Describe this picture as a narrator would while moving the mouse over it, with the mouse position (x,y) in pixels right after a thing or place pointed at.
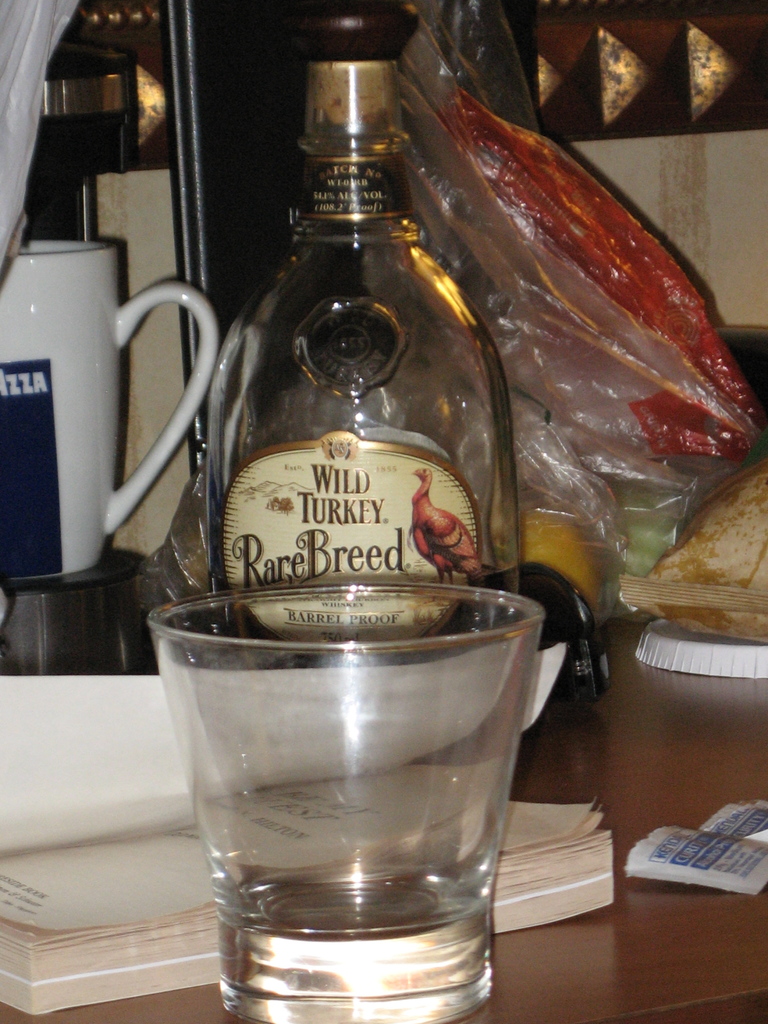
This is a image of a whiskey bottle (293,579), glass (317,626), book (516,896), food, cup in the table (210,1021).
